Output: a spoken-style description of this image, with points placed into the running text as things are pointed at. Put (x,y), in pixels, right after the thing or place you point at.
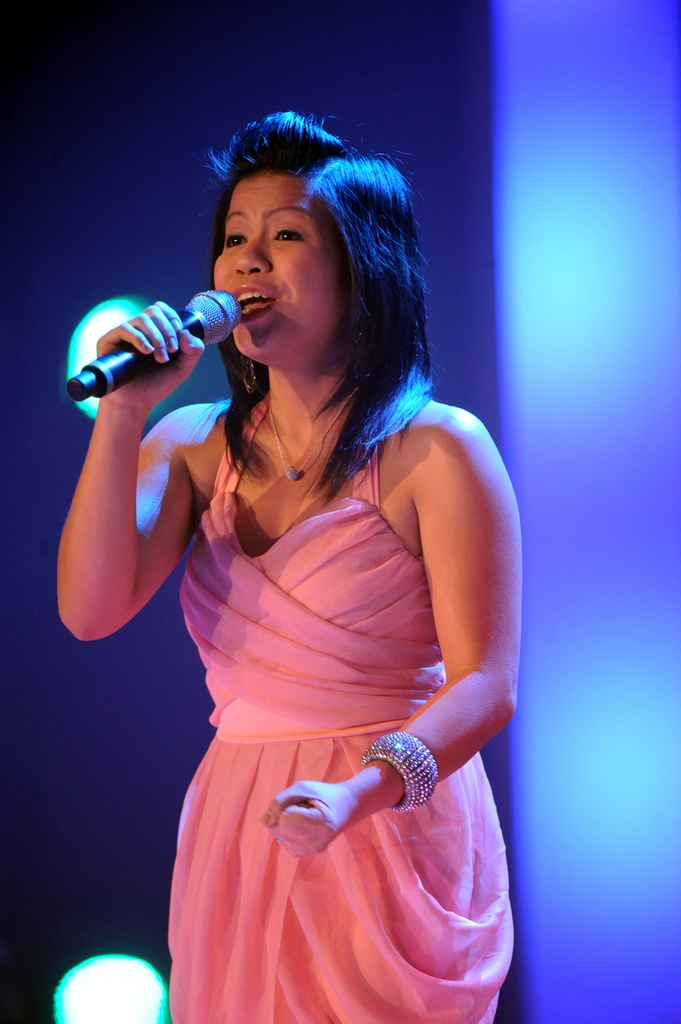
Woman (237,531) holding mic (206,343).
